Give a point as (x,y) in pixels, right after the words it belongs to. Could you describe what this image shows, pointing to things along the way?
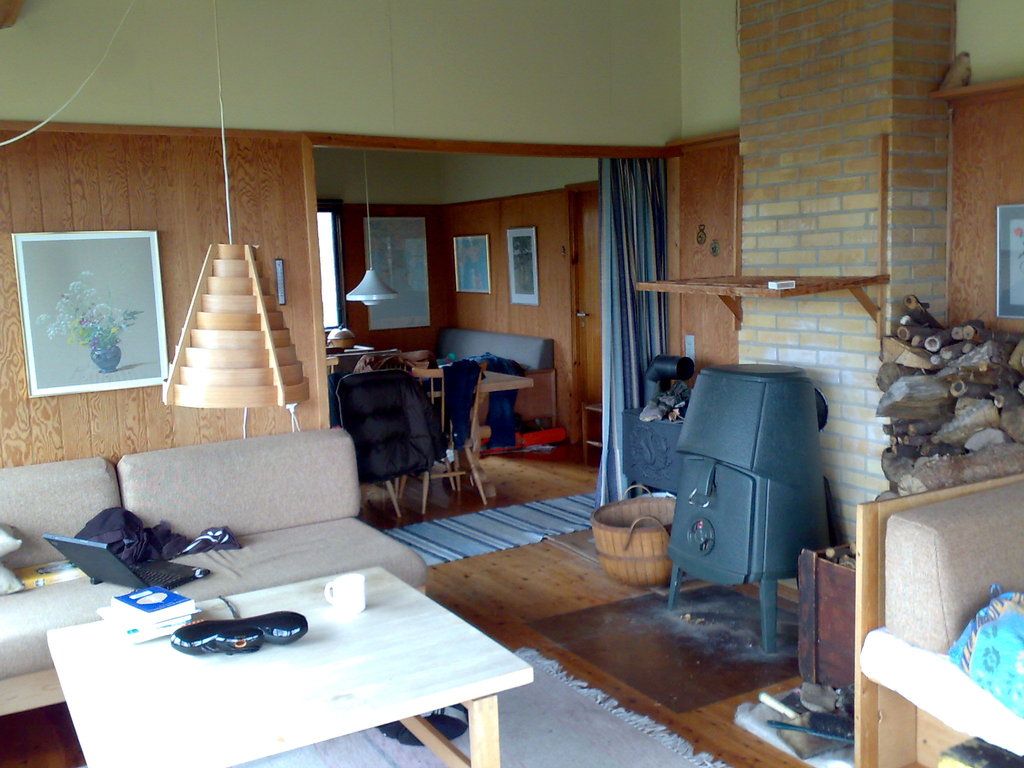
In this image there is a table (243,602) on that table (89,677) there are books (140,619) and a cup (356,605), behind the table (63,639) there is a sofa (322,491) on that sofa (207,595) there is a clothes (112,535) and laptop (176,581), on the right side (897,678) there is a sofa (991,515), logs (963,362) and fire pit (721,518), in the background (478,134) there is a wall (314,269) for that wall (314,269) there is a curtain (667,348), chairs (375,395), at the top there are lights (229,377).
